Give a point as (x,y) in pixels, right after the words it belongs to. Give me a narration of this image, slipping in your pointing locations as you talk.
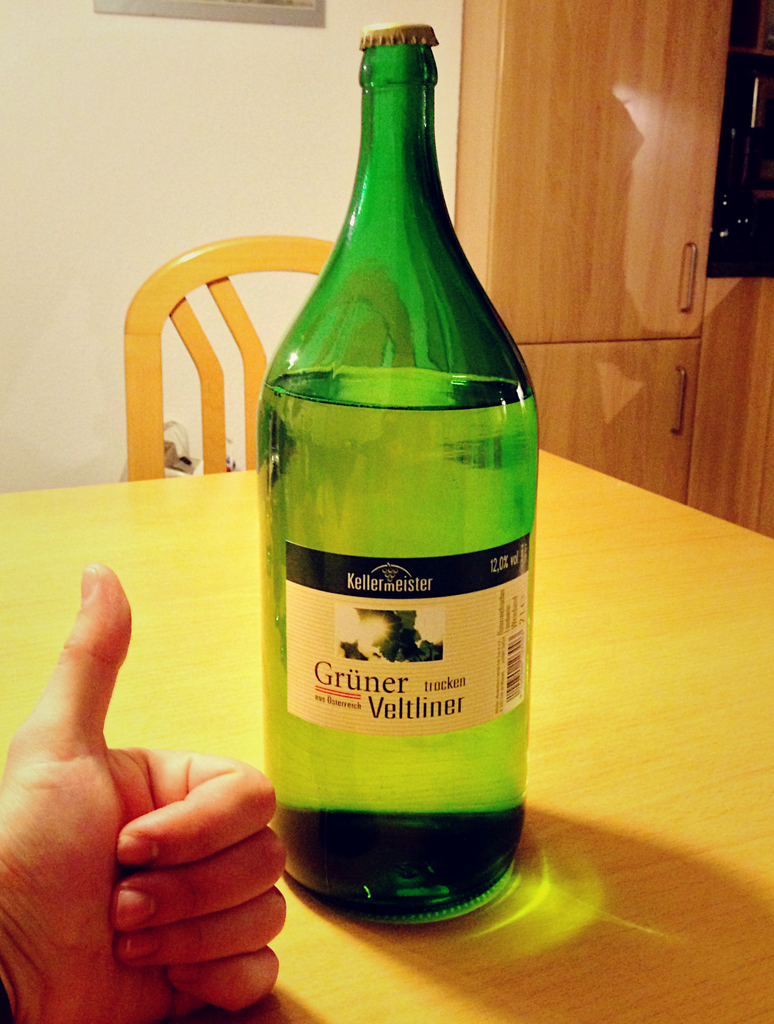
In this image there is a bottle (433,439) on the table (563,876). There is a label (402,658) on the bottle (378,674) with text (409,711) on it. Behind the table (634,655) there is a chair (208,369). To the below left corner of the image (168,867) there is a hand (93,877) showing thumbs up (94,657). In the background (208,115) there is wall (231,99) and a wooden cupboard (591,97).
